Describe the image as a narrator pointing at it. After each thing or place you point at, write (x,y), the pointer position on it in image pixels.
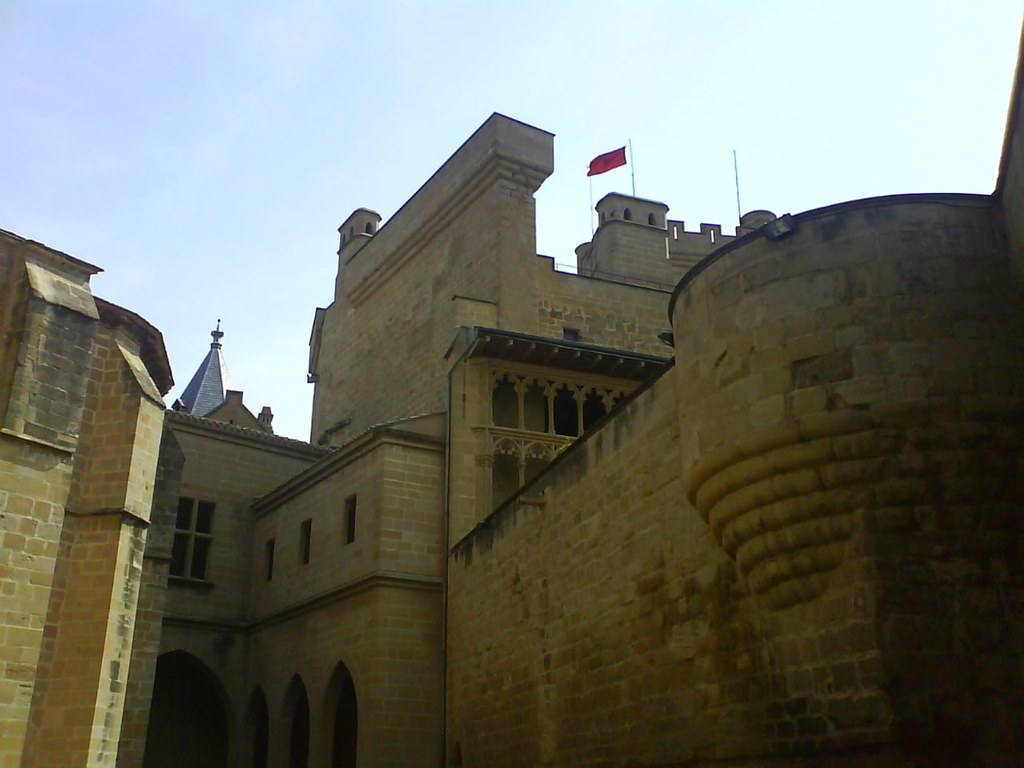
In the picture I can see a building (326,457) which has a flag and poles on it. In the background (232,150) I can see the sky (262,144).
